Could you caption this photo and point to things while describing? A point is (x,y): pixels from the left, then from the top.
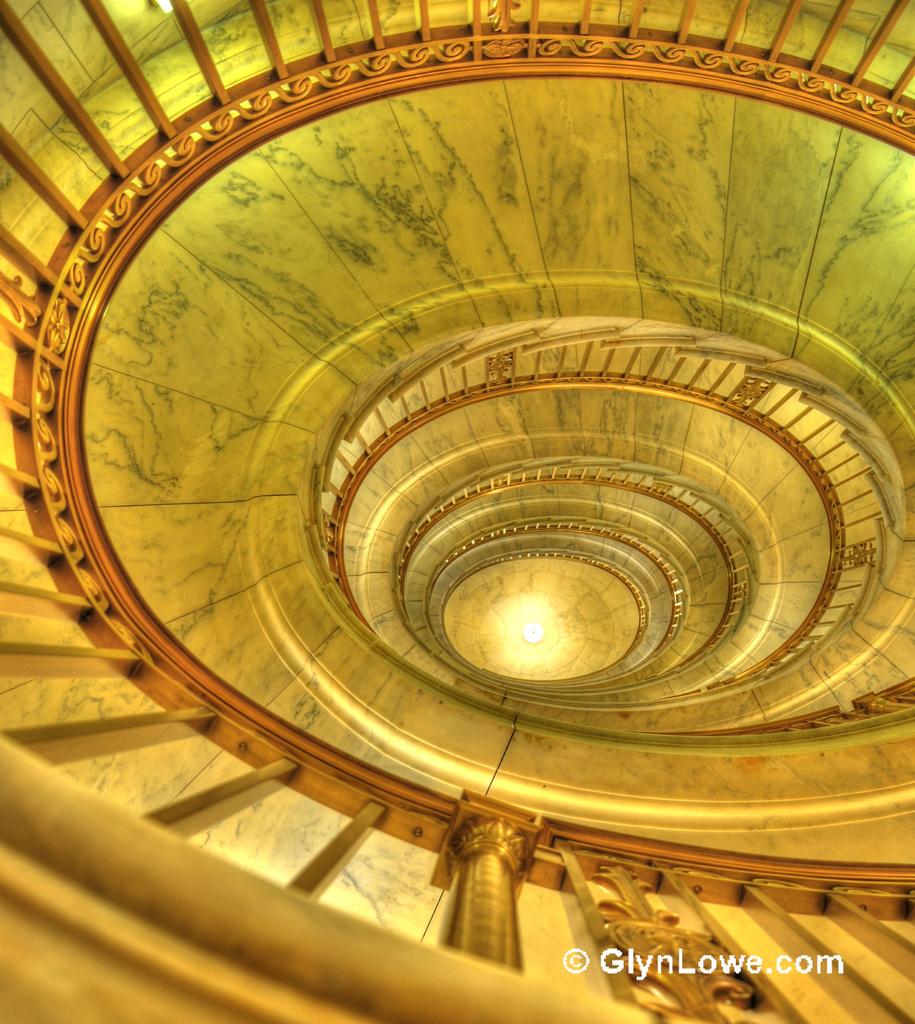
In the image we can see staircase (36,85).
